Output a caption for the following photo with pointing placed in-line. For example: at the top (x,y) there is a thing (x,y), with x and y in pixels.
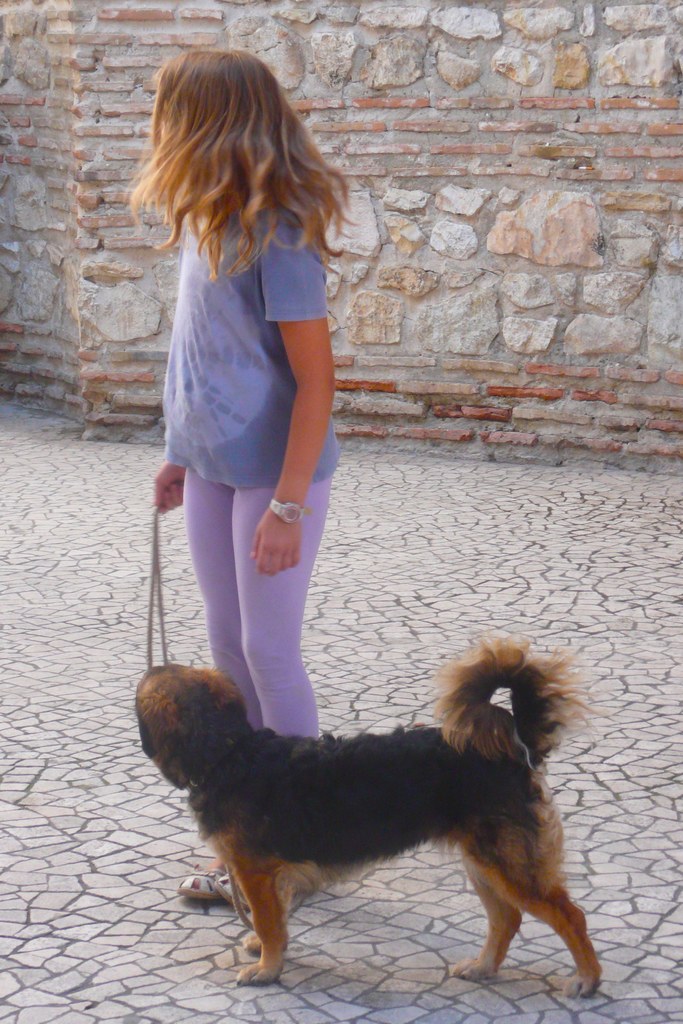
This image is taken in outdoors. In this image a girl (176,114) is standing, holding a rope (164,645) in her hand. In the middle of the image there is a dog (521,722). In the bottom of the image (11,980) there is a floor (111,943). In the background (97,257) there is a wall (132,274) with stones (275,62).
